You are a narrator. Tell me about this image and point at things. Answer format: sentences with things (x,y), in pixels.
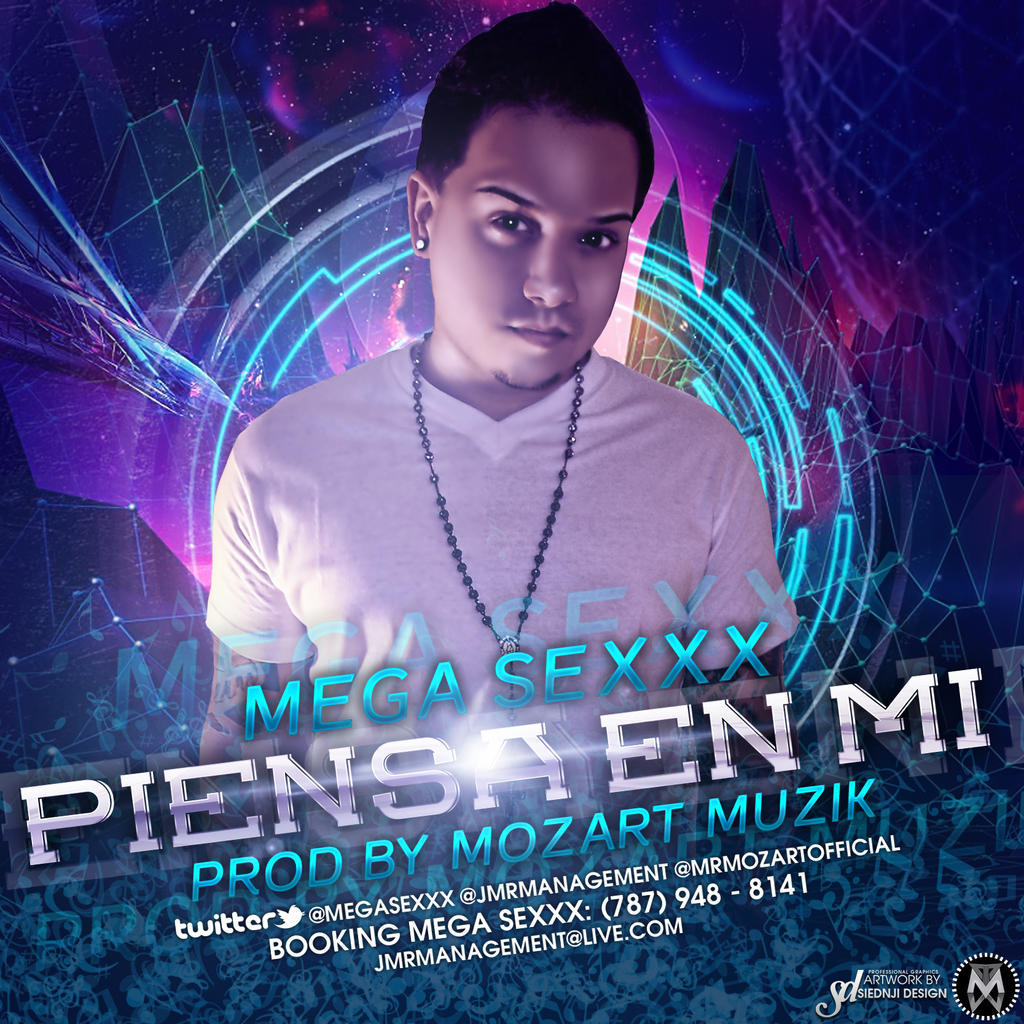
This is an advertisement. In the center of the image (489,628) we can see a man (550,476) is wearing T-shirt (512,504), chain (543,532). In the background of the image (36,298) we can see the lights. At the bottom of the image (483,854) we can see the text (614,720).
